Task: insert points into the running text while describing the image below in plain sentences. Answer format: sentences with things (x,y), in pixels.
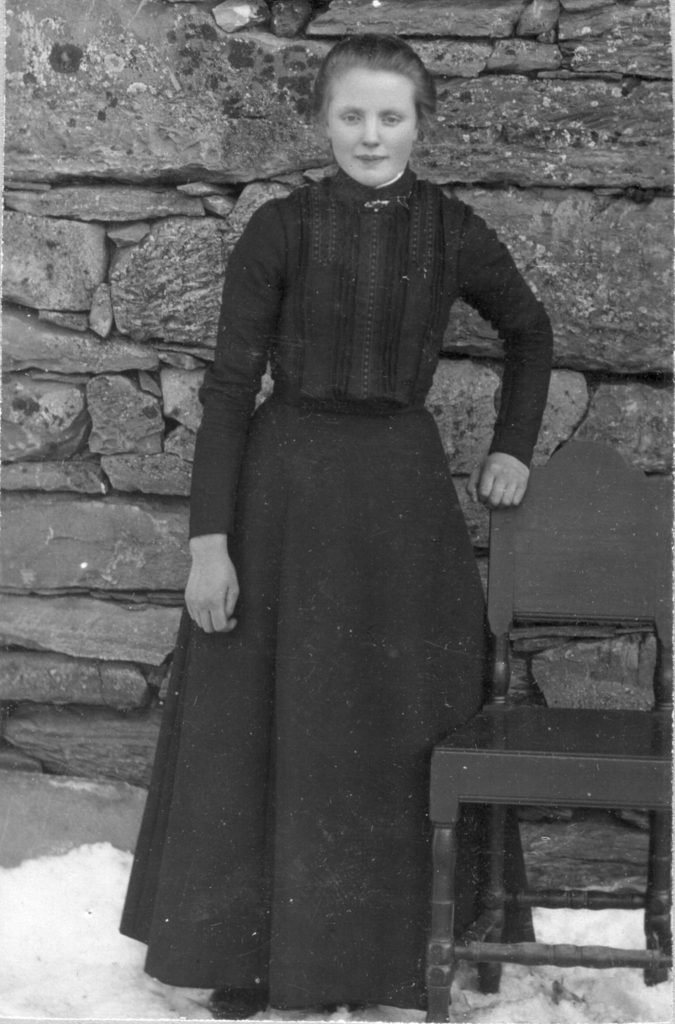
In this image I can see a chair (495,964), wall (631,392) and I can see a woman (419,553) is standing. I can also see this image is black and white in colour.
